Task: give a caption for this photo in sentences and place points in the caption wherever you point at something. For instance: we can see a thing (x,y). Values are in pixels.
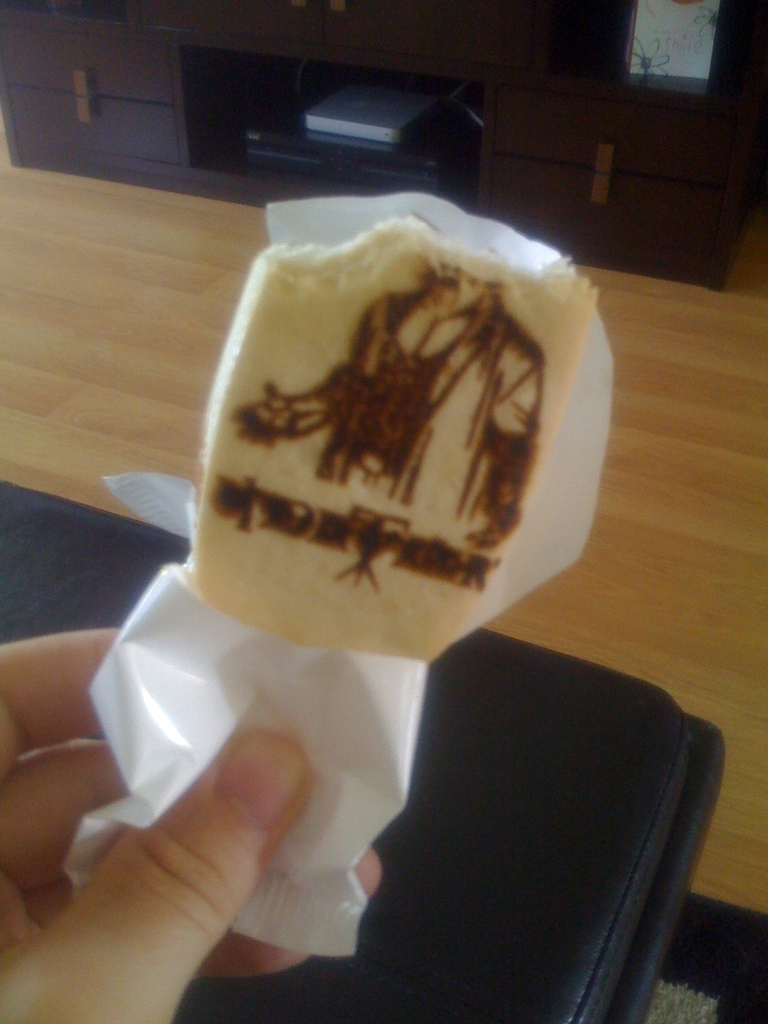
In this image we can see a person's hand (256,775) holding a snack (283,631). At the bottom (703,951) there is a floor mat (732,926). In the background (401,155) there is a stand (312,94) and we can see things (328,140) placed in the stand (117,178).
